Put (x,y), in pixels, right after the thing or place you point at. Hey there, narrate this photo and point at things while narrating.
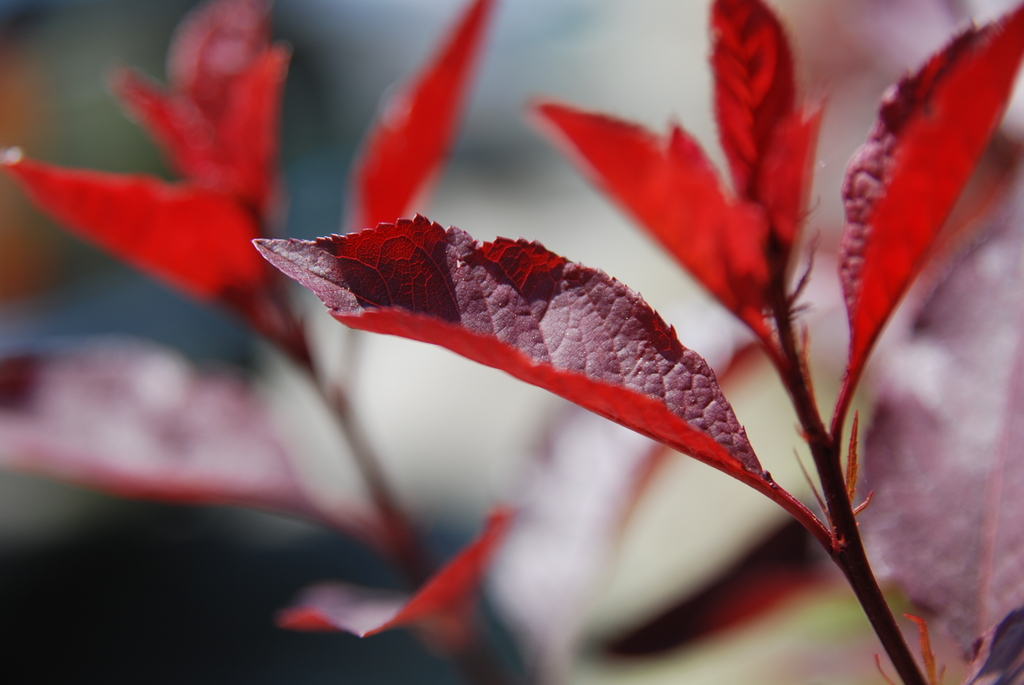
In this image, we can see some leaves (527,361) and the background (553,185) is blurred.
